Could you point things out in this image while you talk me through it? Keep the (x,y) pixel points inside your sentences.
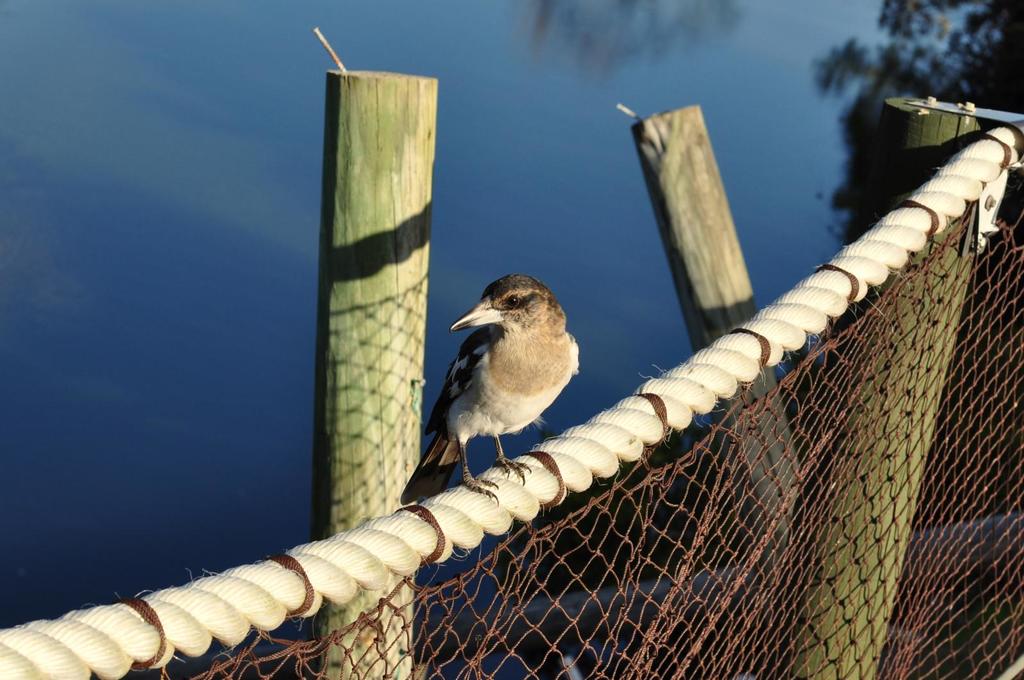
In this image I can see the bird (534,414) sitting on the rope (452,533) of the net fence (733,557). The bird (500,412) is in white and black color. To the side I can see the wooden poles (386,346). In the back (222,139) there is a water (566,62) and trees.
